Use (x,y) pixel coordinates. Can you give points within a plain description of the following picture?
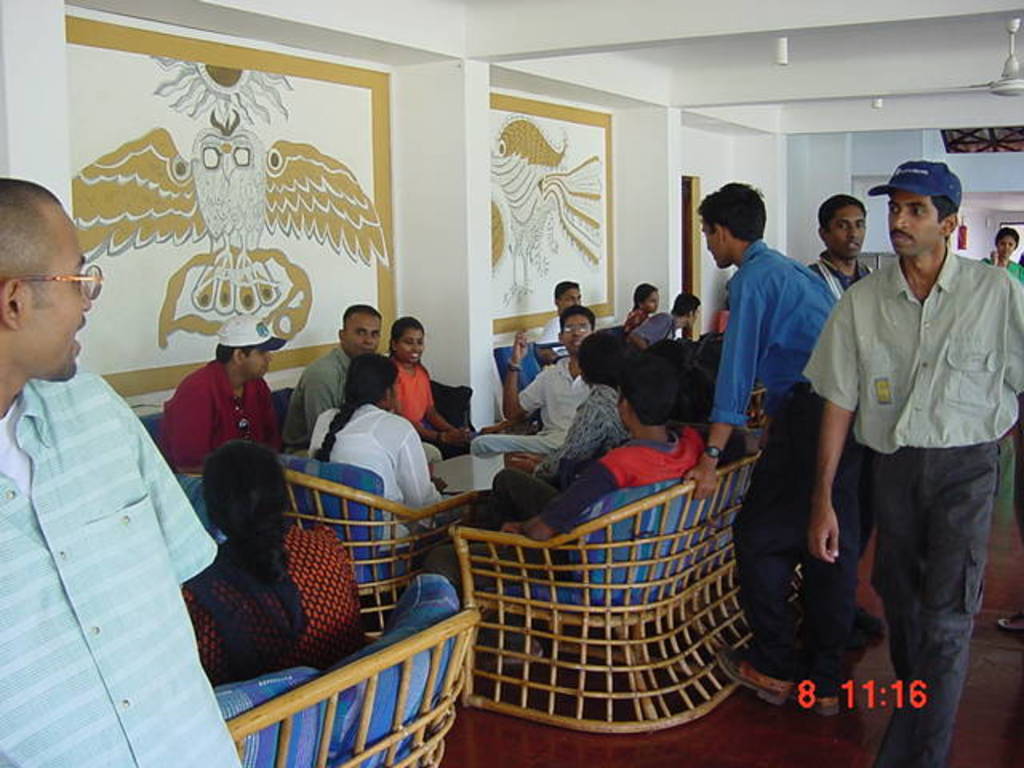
In the picture there is a table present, there are chairs (589,541), there are many people (345,586) sitting on the chairs (416,743), there are paintings (581,212) present on the wall (716,153), there are people (181,680) walking, there is a fan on the roof (1004,17).
